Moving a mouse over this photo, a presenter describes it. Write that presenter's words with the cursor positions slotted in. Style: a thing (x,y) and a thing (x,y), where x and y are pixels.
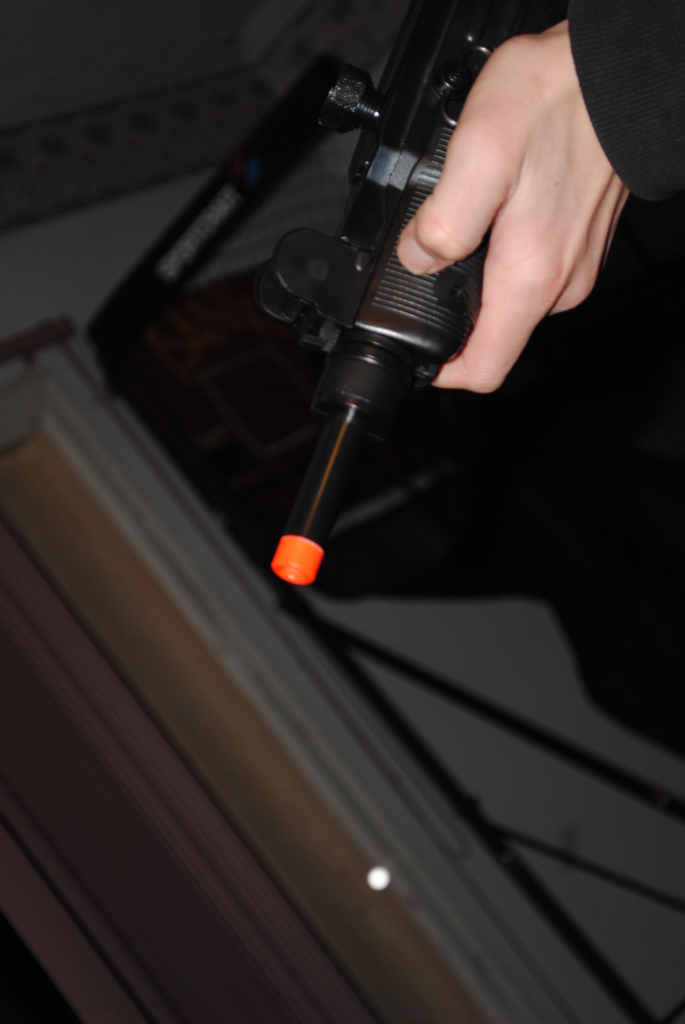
In this picture, we see the person (487,295) is holding the black color object (396,299) which looks like a rifle (441,350). On the left side (98,605), we see a door (114,810). Beside that, we see a wall (373,612) which is white in color. At the top (323,77), we see a black object (246,161) and the wall (137,242). This picture is clicked inside the room (328,805). This picture might be clicked in the dark.
